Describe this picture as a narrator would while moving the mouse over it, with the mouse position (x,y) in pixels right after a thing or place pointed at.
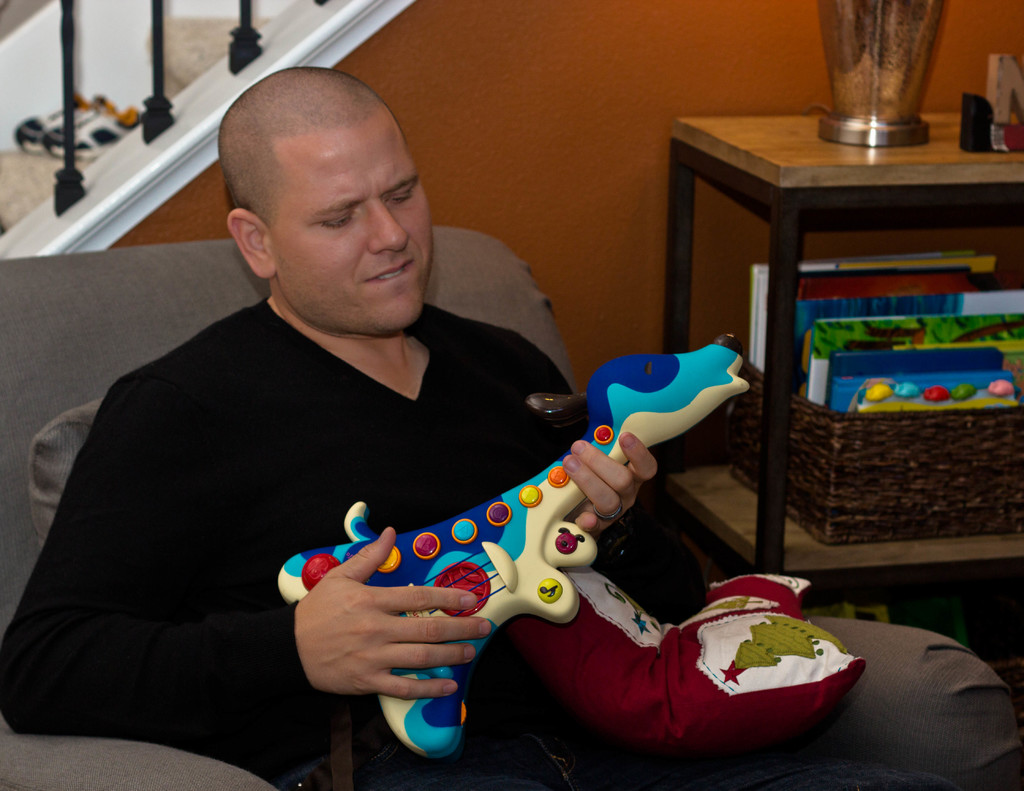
This picture seems to be clicked inside the room (739,489). In the center (357,368) we can see a person (385,398) wearing black color dress (411,405), holding some toy (502,516) and sitting on a couch (21,751) and we can see a red color object (647,651) seems to be the cushion (713,624). On the right (880,34) we can see some objects (889,65) placed on the top of the table (811,187) and we can see a basket (919,445) containing some objects (919,375) which is placed under the table (791,137). In the background (545,160) we can see the wall (524,32), metal rods (159,32), stairs (54,174) and some other objects (81,109).
